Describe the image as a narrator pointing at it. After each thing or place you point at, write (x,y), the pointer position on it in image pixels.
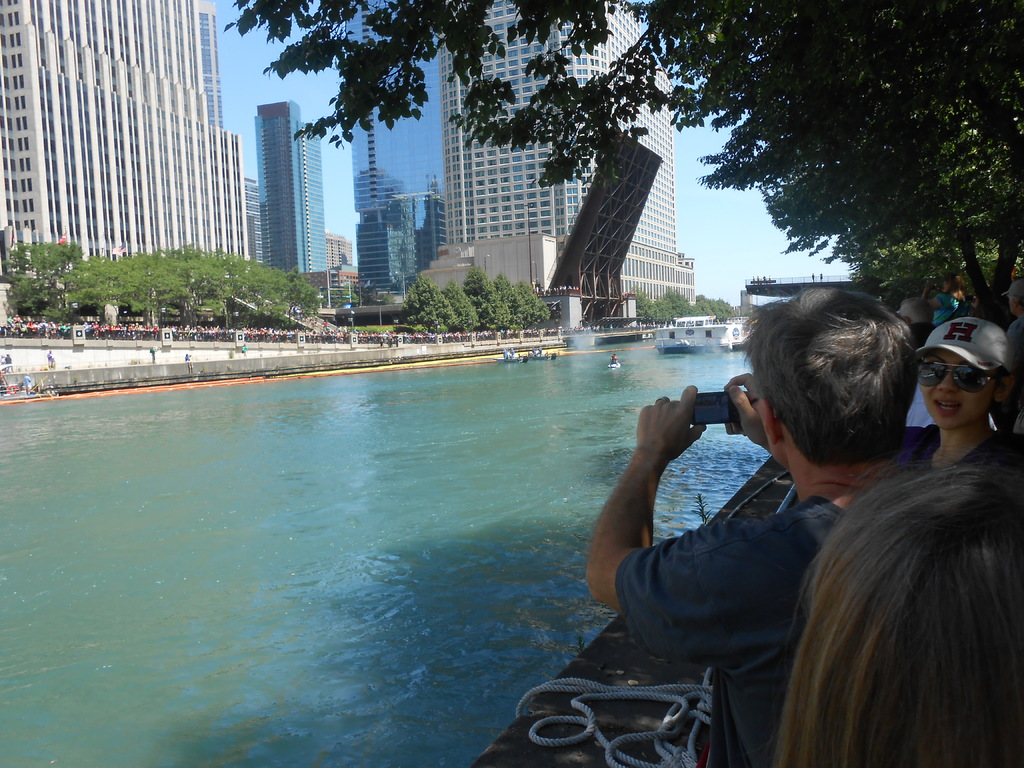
This is the picture of a city (516,196). On the right side of the image (757,398) there is a person (770,547) standing and holding the camera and there are group of people (990,706) standing. There is a rope (667,734) on the wall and there are trees (866,65). On the left side of the image (148,258) there are buildings (30,208) and trees (23,258) and there are group of people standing behind the railing (158,334). In the middle of the image (680,329) there is a ship (671,340) and there are boats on the water (493,551). At the top (700,194) there is sky (680,206). At the bottom (305,704) there is water (285,736).
